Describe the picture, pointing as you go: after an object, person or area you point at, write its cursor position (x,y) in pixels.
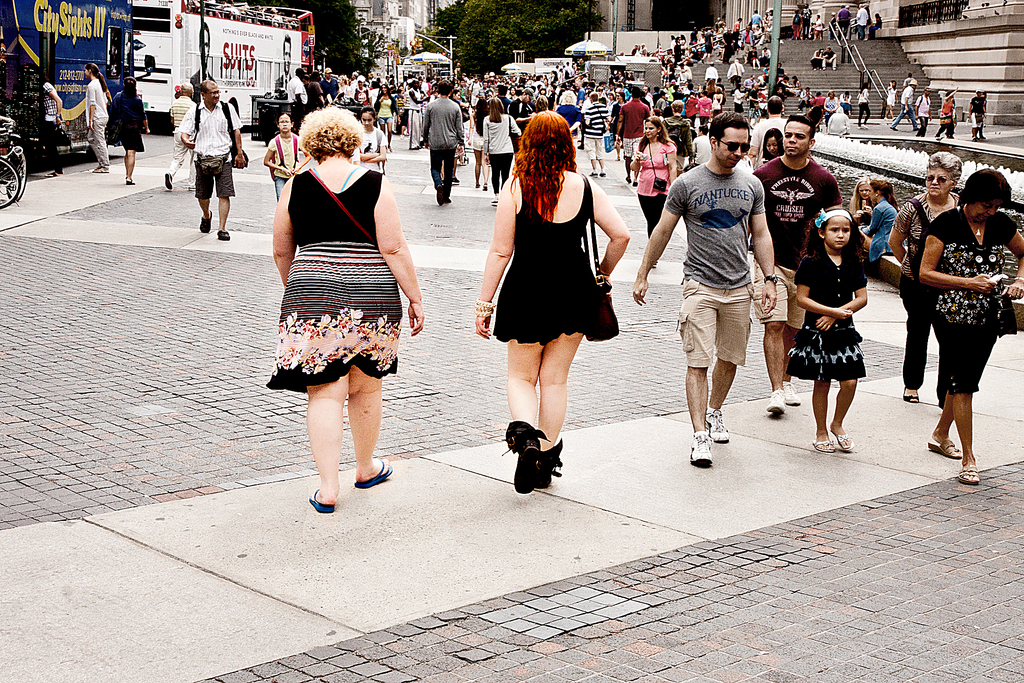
In this image I can see group of people (939,341) walking on the road (646,307). In front (533,256) the person (528,306) is wearing black color dress (586,302) and I can also see few vehicles (73,65) in multicolor, few light poles (432,37), buildings (411,12) in cream and white color and trees (462,43) in green color.
